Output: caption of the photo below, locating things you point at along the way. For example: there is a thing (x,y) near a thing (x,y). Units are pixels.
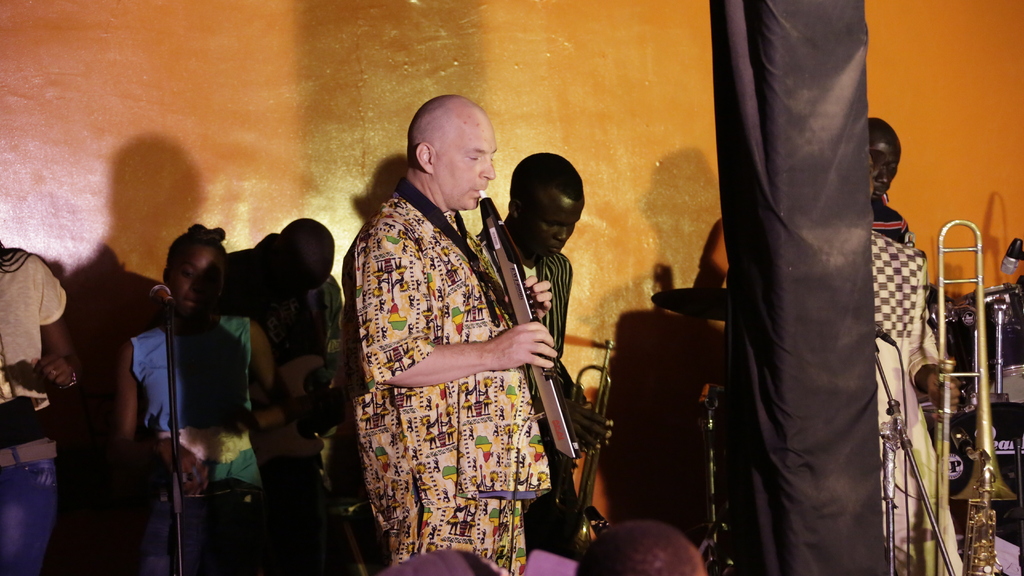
In the image we can see there are many people (466,395) standing and wearing clothes (182,376), and some of them are holding musical instruments (597,408). Here we can see the musical instruments (988,427), microphones (156,295) and the wall (581,106).
